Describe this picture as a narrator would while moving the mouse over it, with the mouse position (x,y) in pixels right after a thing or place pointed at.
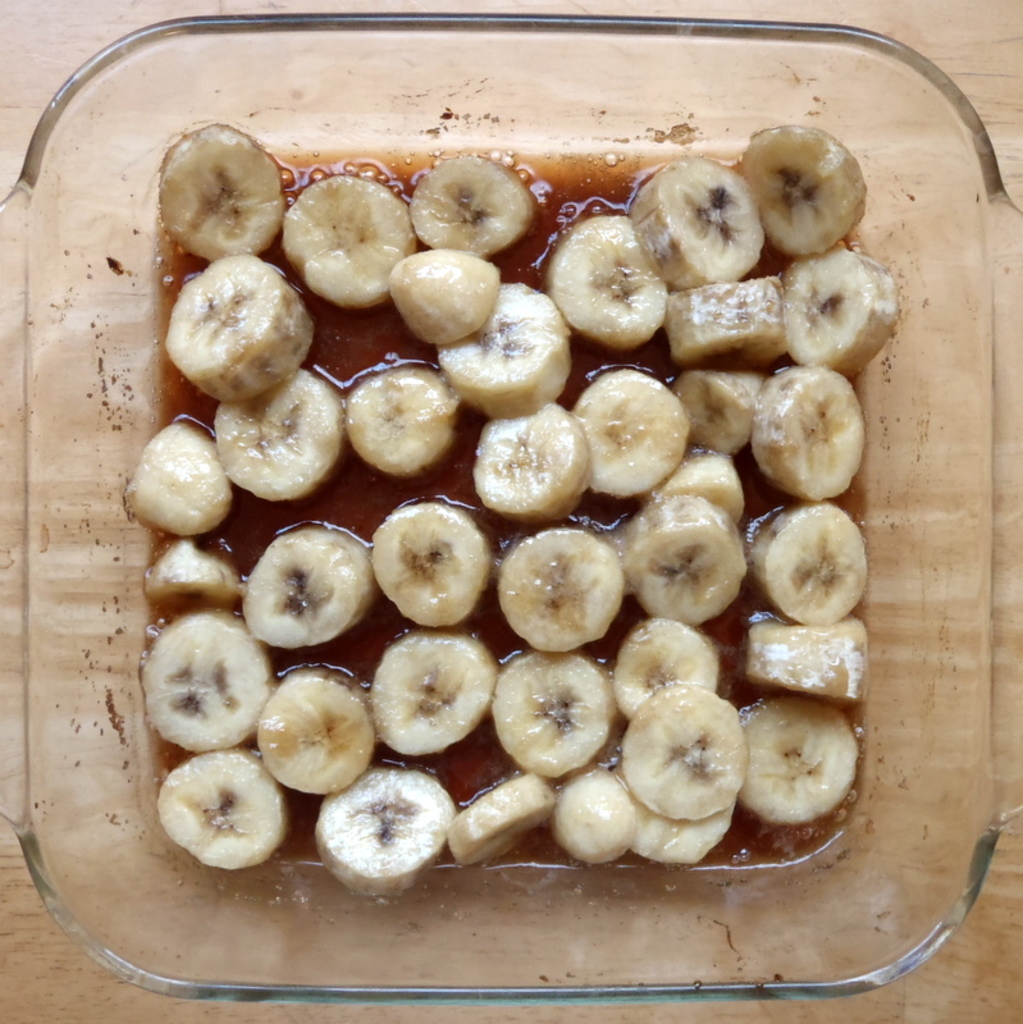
In this image I can see bananas (529,797) and other food items (583,522) in a glass bowl (510,551). This bowl (92,918) is on a wooden surface (64,957).
